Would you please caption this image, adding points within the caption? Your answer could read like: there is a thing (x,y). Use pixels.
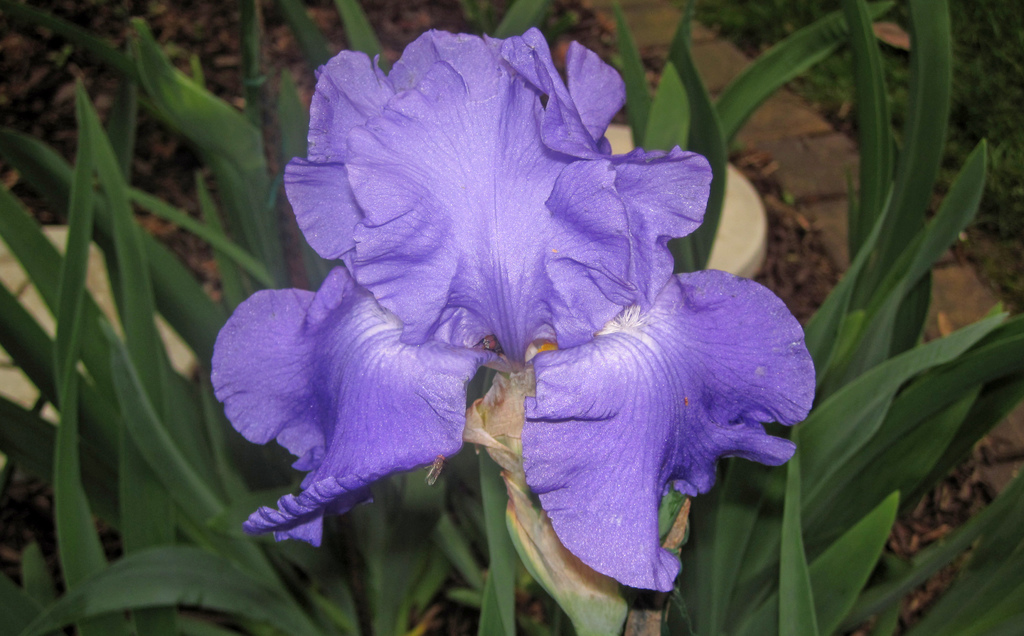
It is a zoom in picture of a violet color flower (539,370) to the plant (369,545).
